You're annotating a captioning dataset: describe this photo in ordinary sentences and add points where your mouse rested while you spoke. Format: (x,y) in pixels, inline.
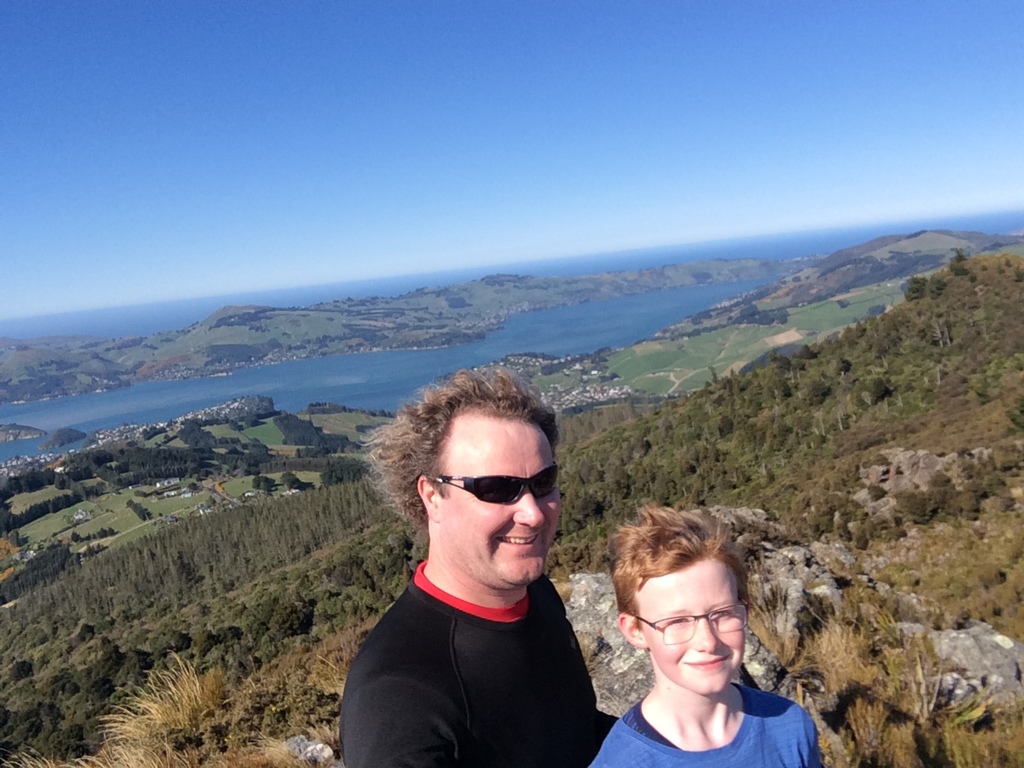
In the picture I can see a man (579,671) and a boy (696,717) are standing on the ground (586,646). The man (547,655) is wearing shades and the boy (670,656) is wearing spectacles (645,625). In the background (330,449) I can see the grass (150,488), water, trees (328,484) and the sky (324,257).
